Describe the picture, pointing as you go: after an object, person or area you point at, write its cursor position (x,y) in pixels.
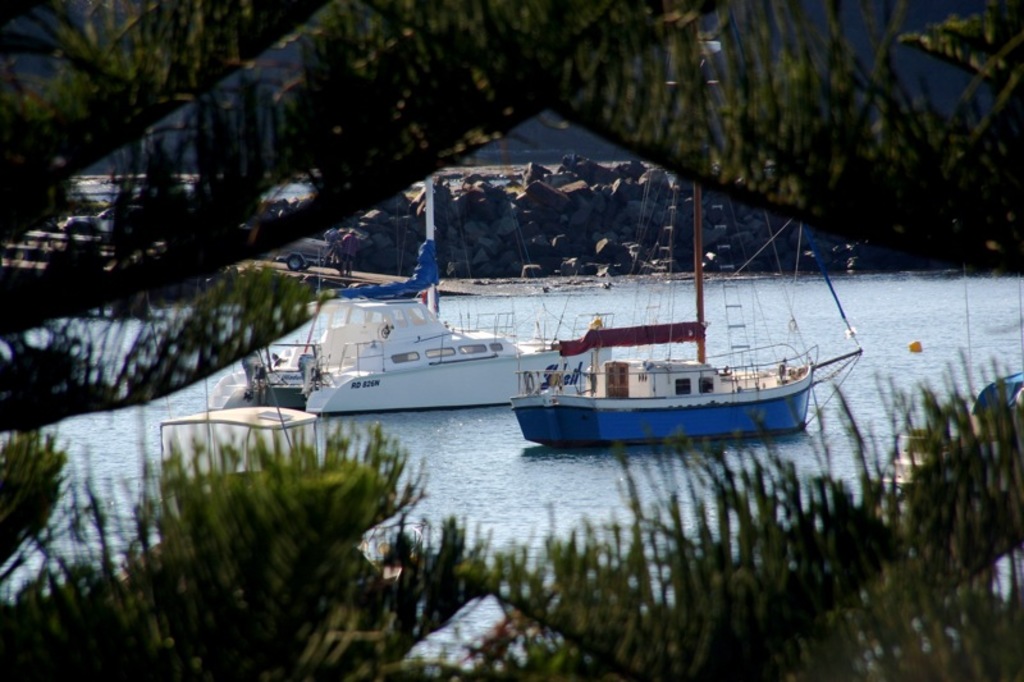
In the picture I can see boats (445,382) on the water (459,446). Here I can see trees (301,468) in the front of the image (406,520). In the background (548,247) I can see a vehicle (294,265), people (337,263) and rocks (588,216).
